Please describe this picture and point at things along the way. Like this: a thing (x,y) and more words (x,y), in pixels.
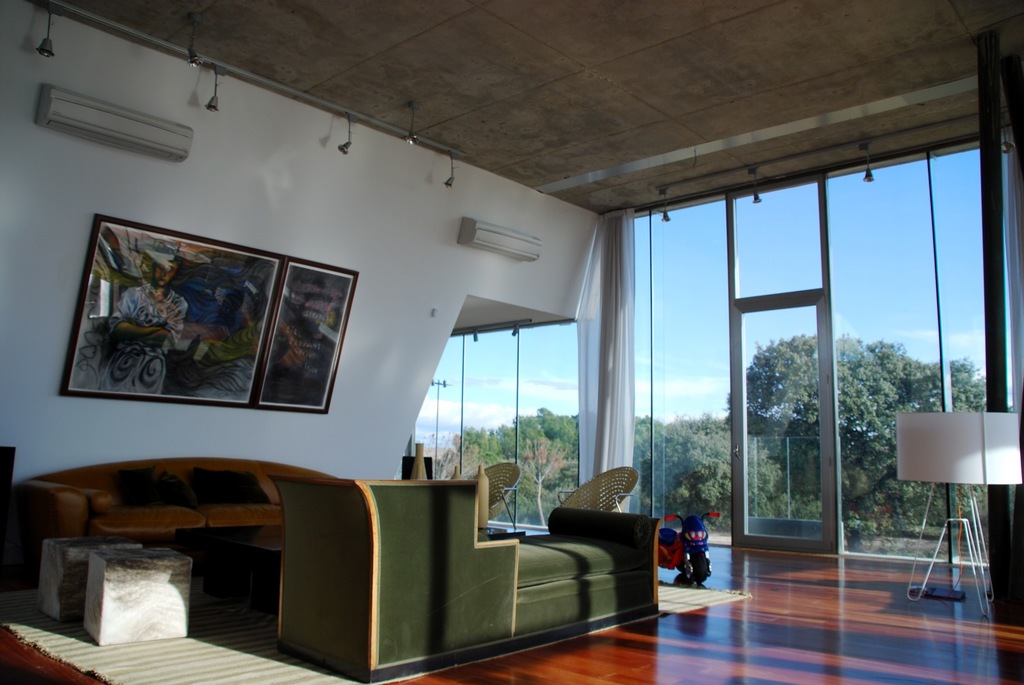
In the middle of the image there are some couches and chairs (628,495). At the top of the image (392,109) there is roof (629,154) and wall (56,156), on the wall (13,337) there are some frames (254,357). On the top right side of the image (842,171) there is a glass wall (879,213). Through the glass wall (856,425) we can see some trees (436,459) and clouds (445,437) and sky (891,210).
